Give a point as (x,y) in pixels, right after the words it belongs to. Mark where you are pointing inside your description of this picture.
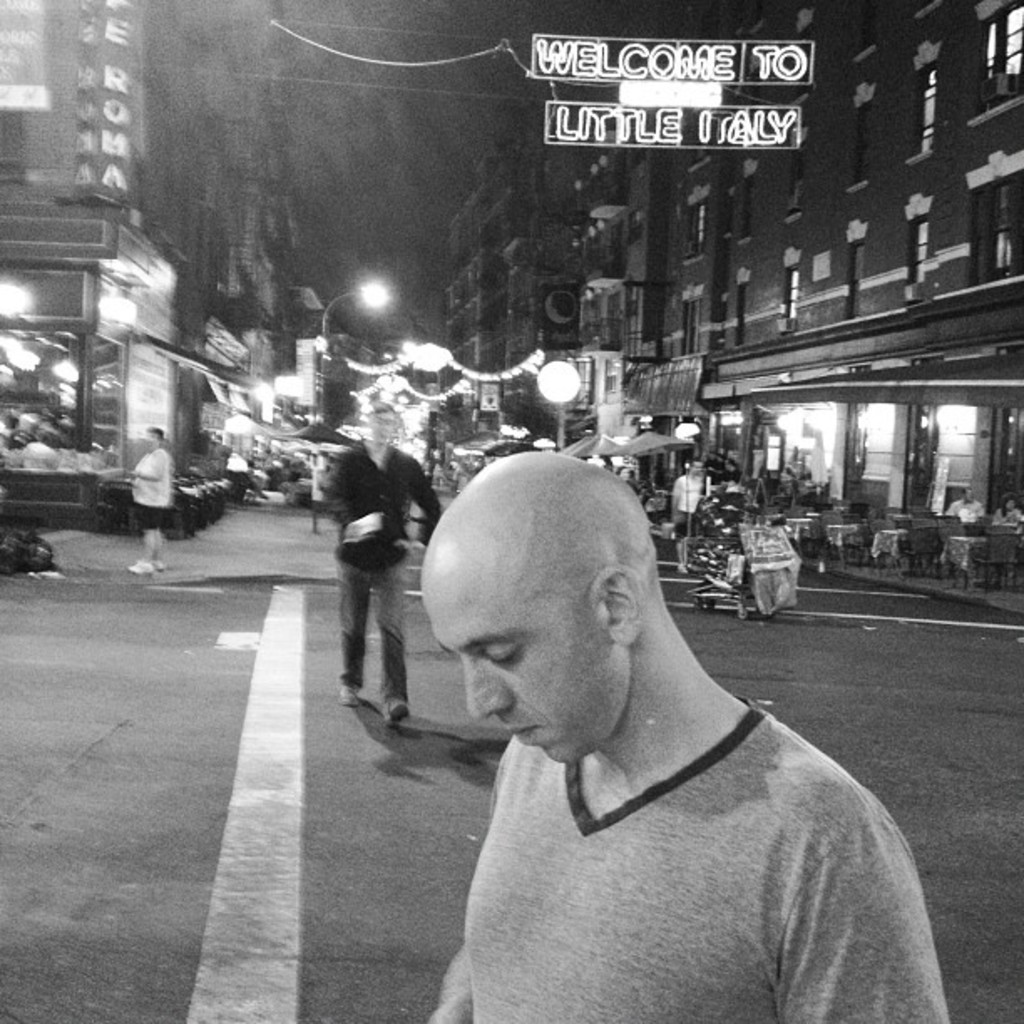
In this image I can see a man (568,776) is there, he wore t-shirt (774,881). In the middle (377,469) there is another person (411,471) walking on the road (417,590). There are buildings (619,396) on either side, at the top (665,93) there is the name (742,133) with the lights (720,127).
